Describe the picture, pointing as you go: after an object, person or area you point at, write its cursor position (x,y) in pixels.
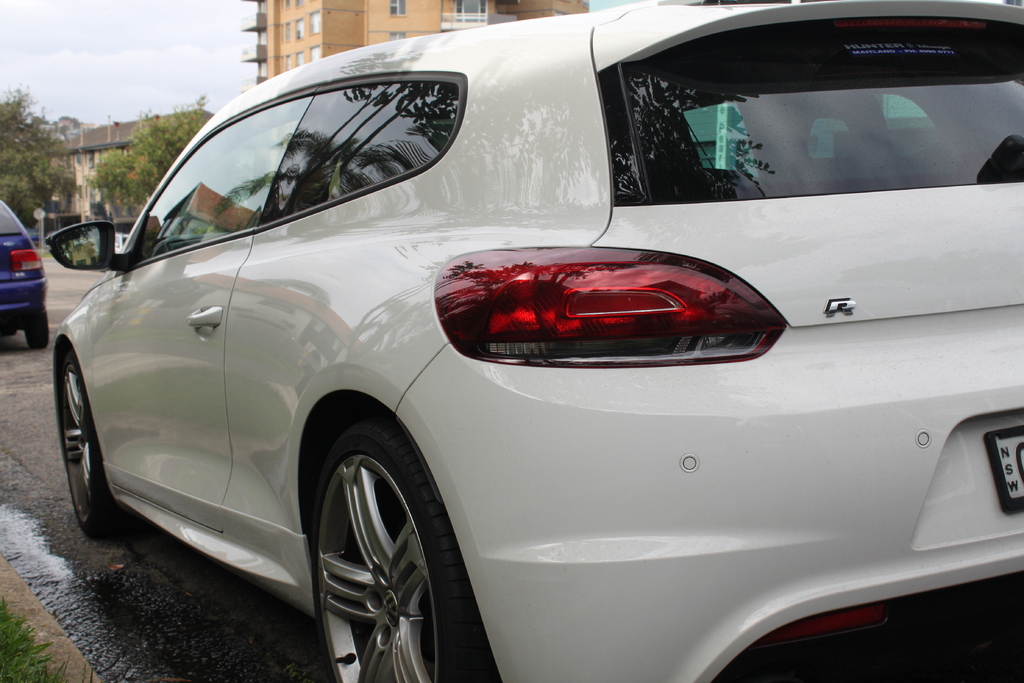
In this image, there are a few vehicles (173,370). We can see the ground (53,568). We can see some grass (36,675) on the bottom left (39,661). There are a few trees (48,165), poles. We can also see some buildings (92,157) and the sky (113,9).
